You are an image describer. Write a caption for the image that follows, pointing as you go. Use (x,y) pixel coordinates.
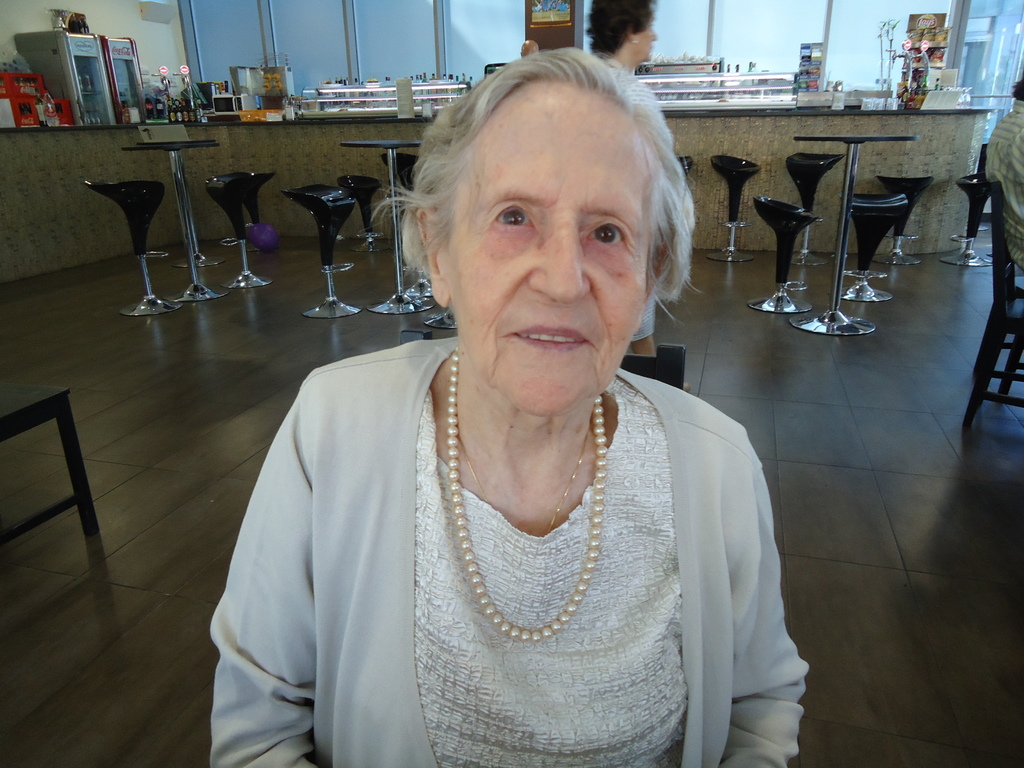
In this image I can see some people (1001,179). I can see some chairs (318,222) on the floor (866,399). I can also see some objects (849,97).
